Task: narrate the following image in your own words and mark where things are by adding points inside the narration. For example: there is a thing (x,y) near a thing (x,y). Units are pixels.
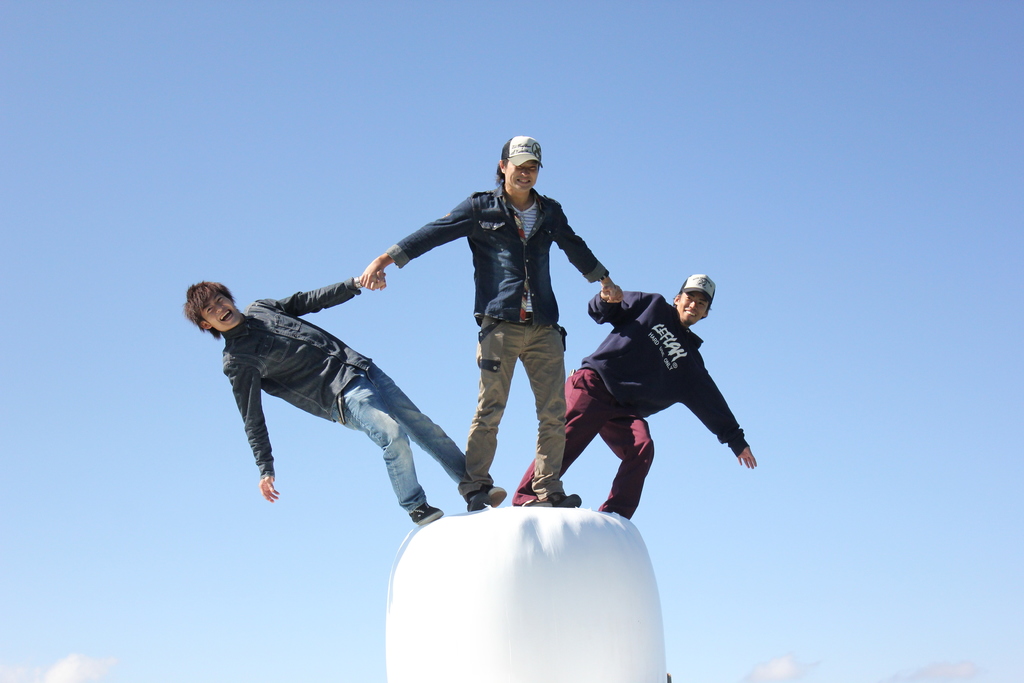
In the middle of the image (608,355) we can see three people (393,430), few people (532,148) wore caps (532,156), and they are smiling.
